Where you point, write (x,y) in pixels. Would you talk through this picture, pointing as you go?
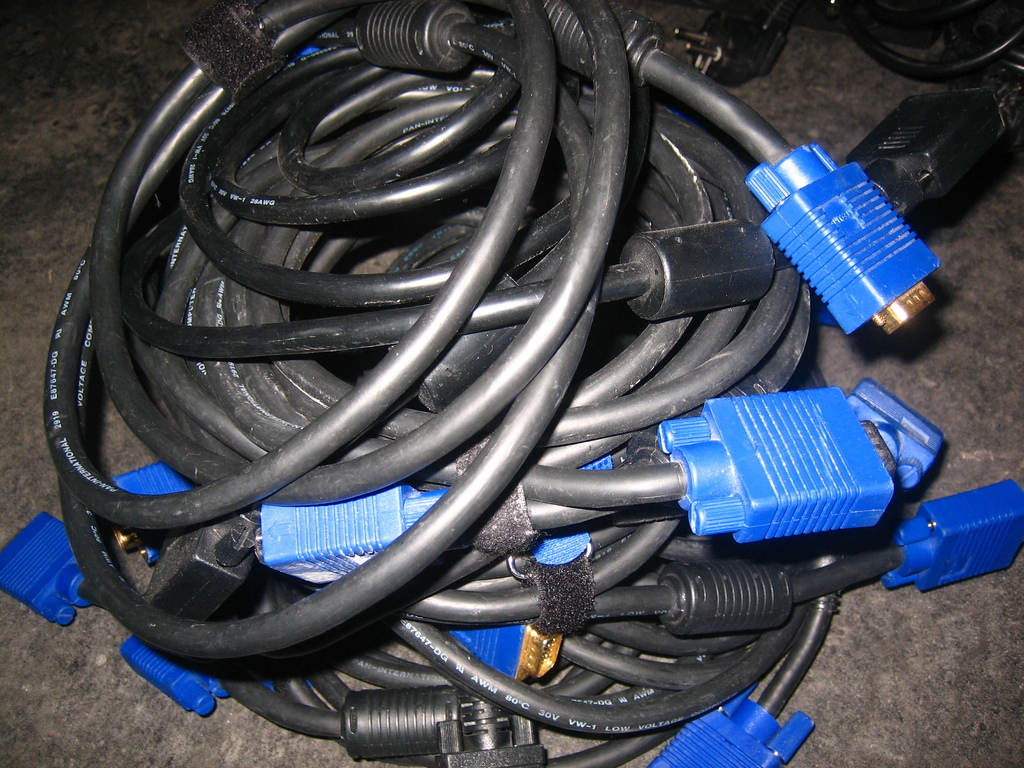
In this image we can see wires (527,280) which are black color and there are some connectors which are in blue color.
